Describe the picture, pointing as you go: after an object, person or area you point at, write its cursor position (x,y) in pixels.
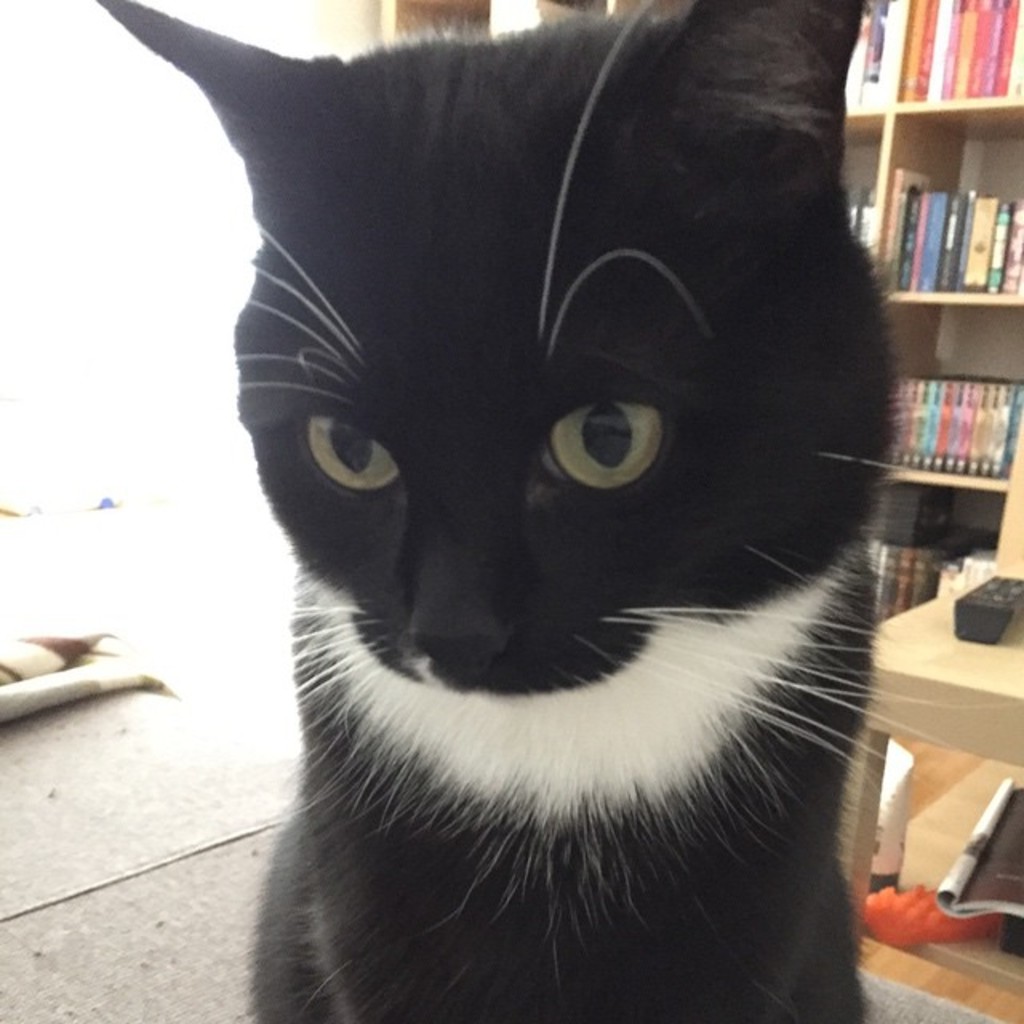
In this image I can see a cat (675,466) which is black and white in color is on the surface (157,921). In the background (988,131) I can see a bookshelf (891,329) which is cream in color and number of books (974,240) in it. I can see a cream colored table (971,695) and on the table (962,660) I can see a remote (992,626).
